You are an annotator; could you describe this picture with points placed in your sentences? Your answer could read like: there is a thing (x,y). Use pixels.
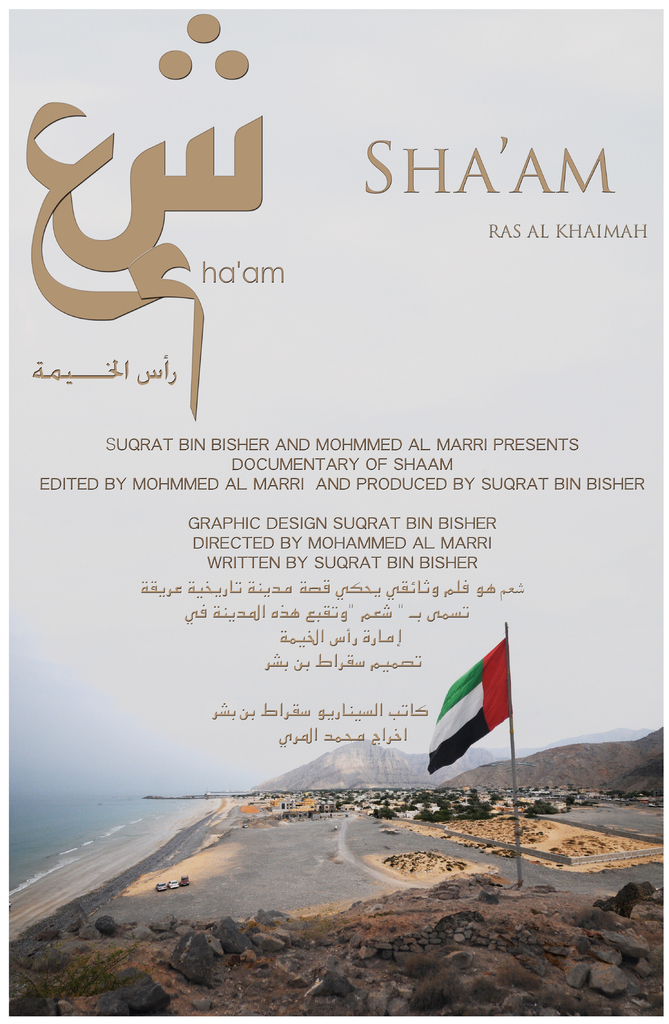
In this image there are texts (295,450) written on the image and there is a flag (474,726) and there is a road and in the background (343,758) there are mountains (627,758). In the front (392,953) there are stones (469,964) on the ground (362,952).
